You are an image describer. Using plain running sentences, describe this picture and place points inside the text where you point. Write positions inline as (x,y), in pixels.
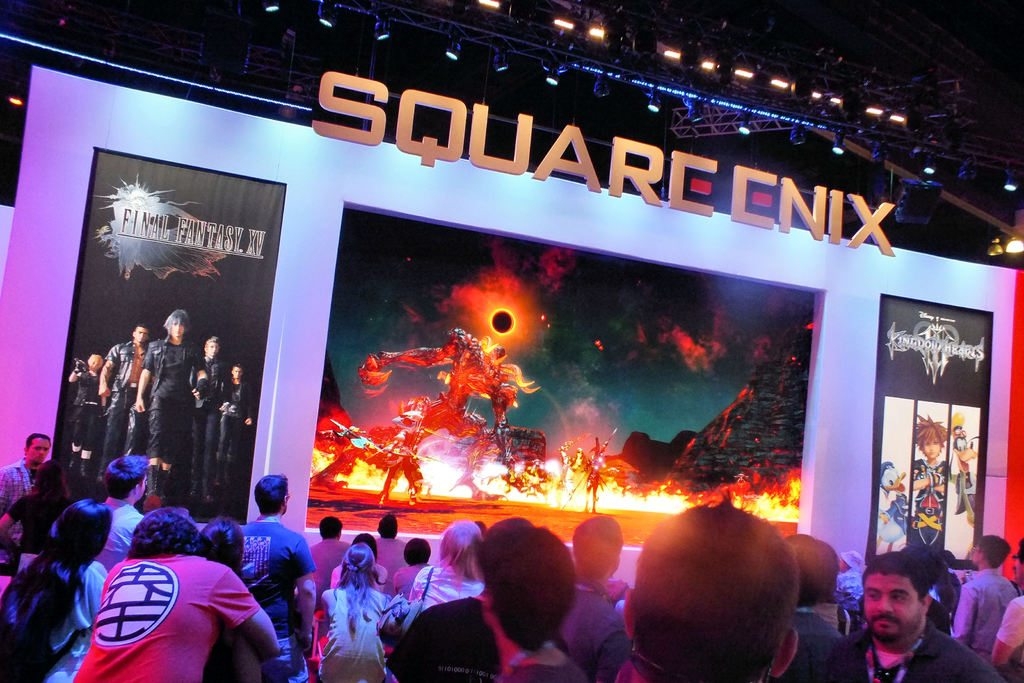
In this image we can see some people (605,667) are standing, one woman (424,584) wearing a handbag (388,617), few people (135,577) are sitting, few people (475,654) are walking, one big board (1004,292) with text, some lights (292,104) attached to the rods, some objects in the background (509,238), one banner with images (726,348), two banners (924,335) with text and images (132,252) attached to the board (60,78). The background (989,71) is clear.
